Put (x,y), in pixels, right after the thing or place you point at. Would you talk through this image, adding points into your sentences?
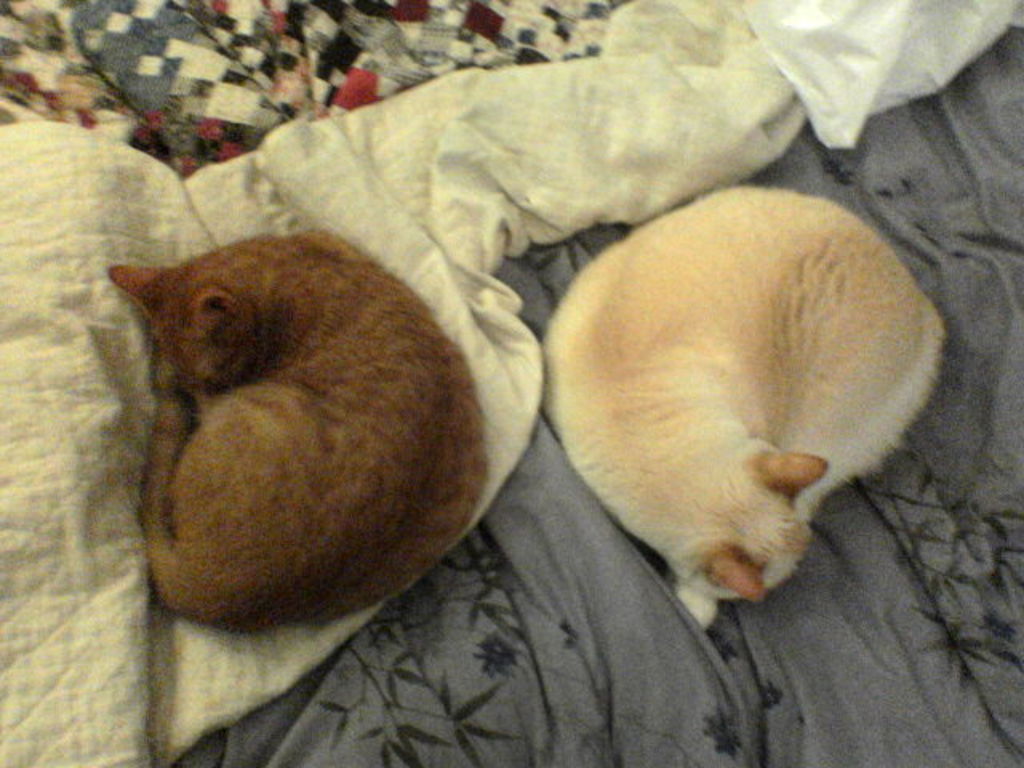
In this picture we can see two cats (630,499) on the clothes (112,63).
